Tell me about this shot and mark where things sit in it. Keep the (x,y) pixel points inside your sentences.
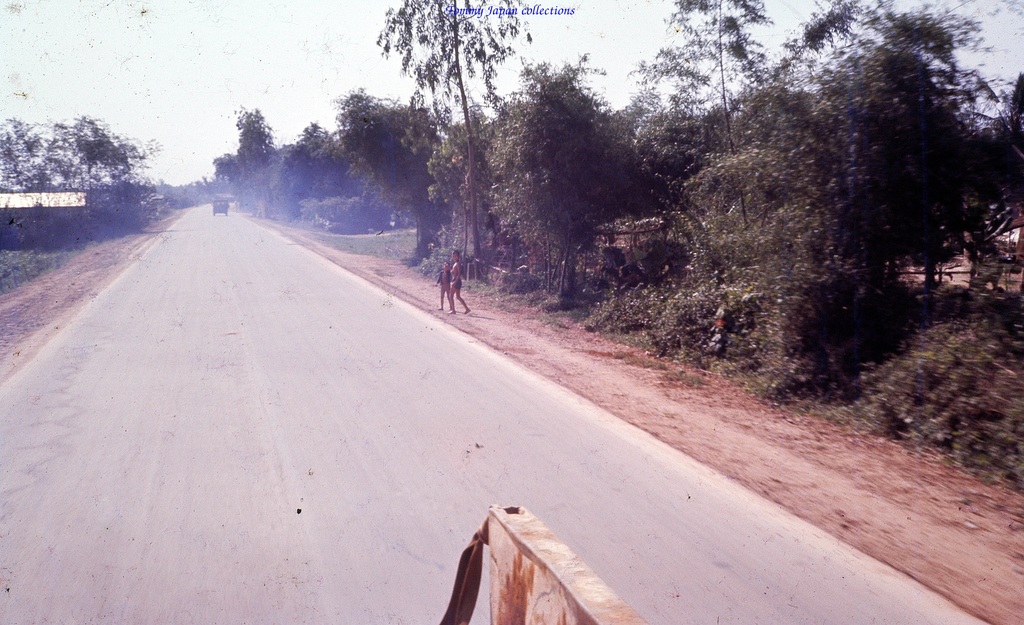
In this picture we can see couple of people (456,280), they are standing beside the road (441,326) and we can find a vehicle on the road (300,287), on the left (313,161) and right hand side of the image (717,230) we can see few trees (723,187).
